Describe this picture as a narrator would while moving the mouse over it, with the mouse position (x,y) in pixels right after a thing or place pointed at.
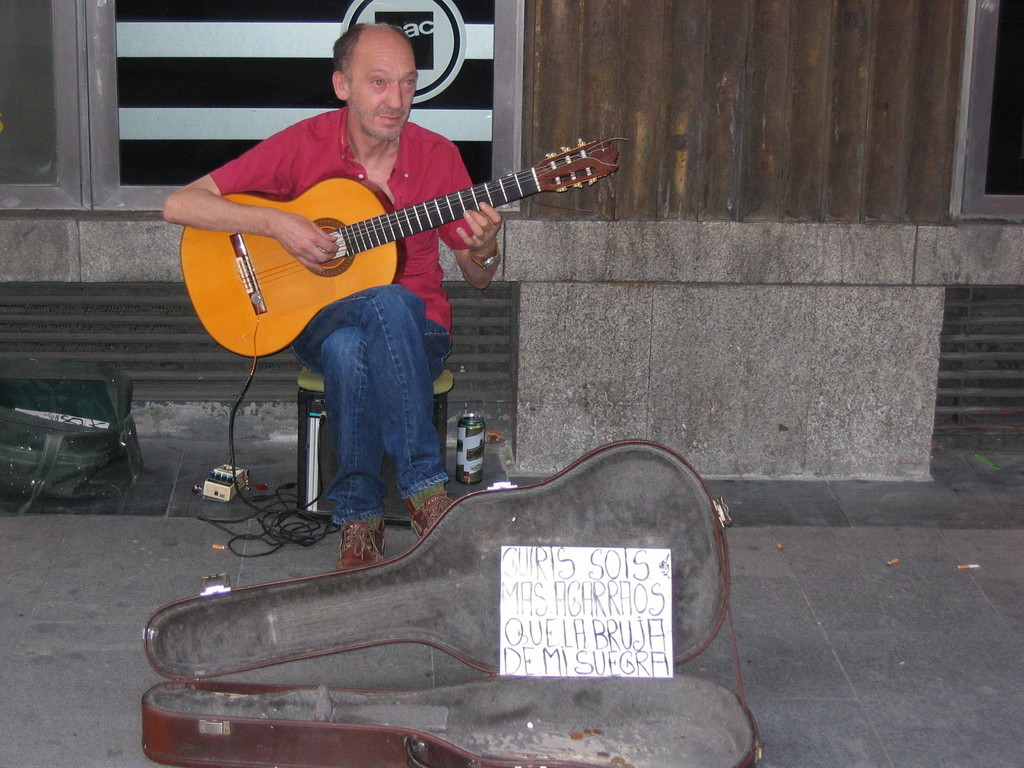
In this image I can see a man (326,340) is playing a guitar (345,263) and sitting on an object (312,401). I can also see there is a guitar box (410,623) on the ground (771,627) and a tin can (470,453).
